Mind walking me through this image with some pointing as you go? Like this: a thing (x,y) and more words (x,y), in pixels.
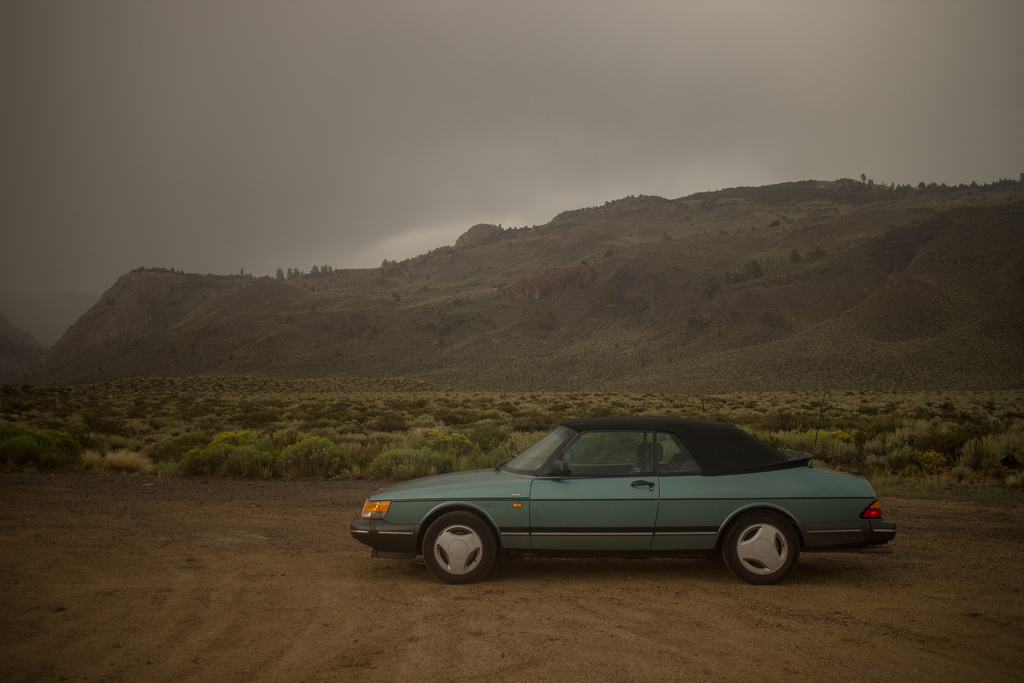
Front of the image we can see a car (716,468). Background (862,461) there is a mountain (1009,383), trees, plants (924,425) and sky (526,115).
